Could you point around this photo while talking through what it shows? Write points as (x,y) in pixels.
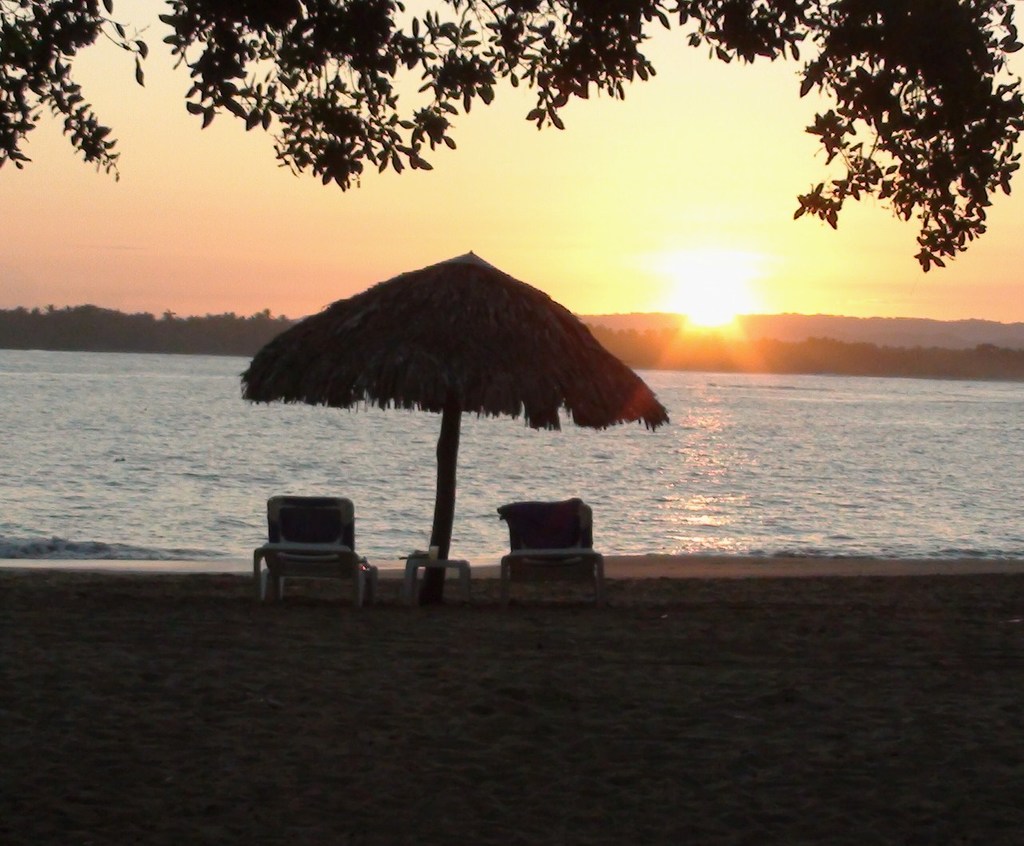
In this image, we can see a beach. There are chairs (315,554) under bamboo umbrella (496,383). There are some branches (361,60) at the top of the image (597,58). In the background of the image (761,252), there is a sun (707,308) in the sky (563,213).
